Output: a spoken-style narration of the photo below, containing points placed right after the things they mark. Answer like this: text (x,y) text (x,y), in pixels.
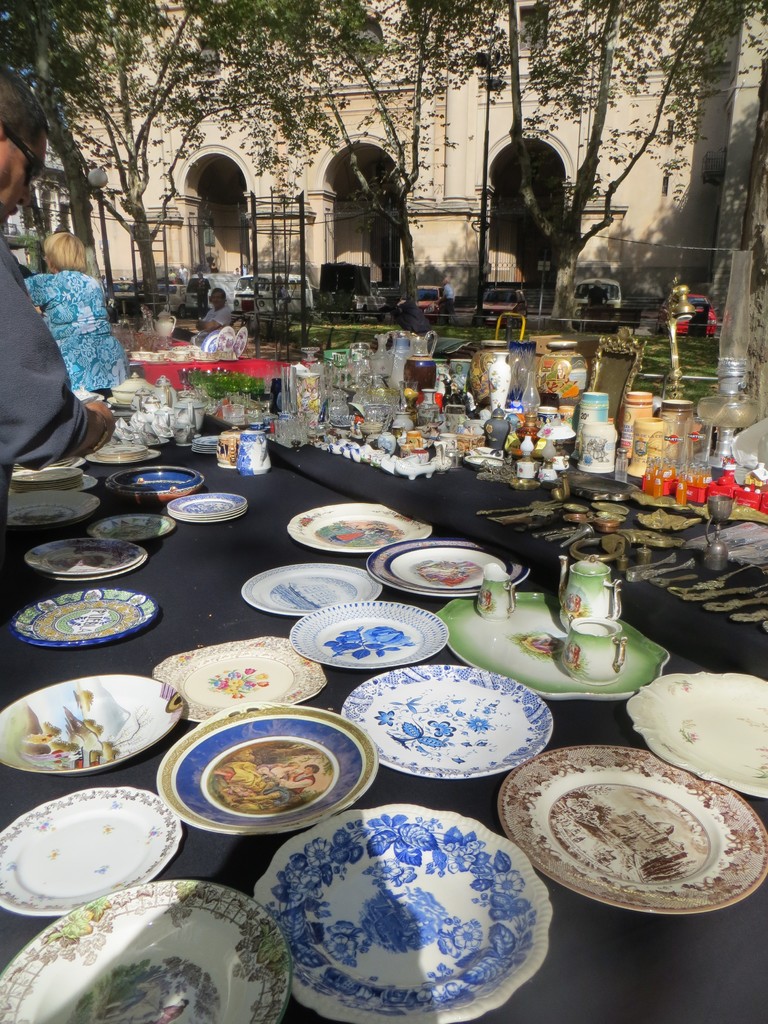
There are plates (210,447), tea cups (166,414), glasses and frames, spoons (683,577) on a table (183,459). In the background (110,382) there are few people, trees (567,246), vehicles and buildings (449,170).
